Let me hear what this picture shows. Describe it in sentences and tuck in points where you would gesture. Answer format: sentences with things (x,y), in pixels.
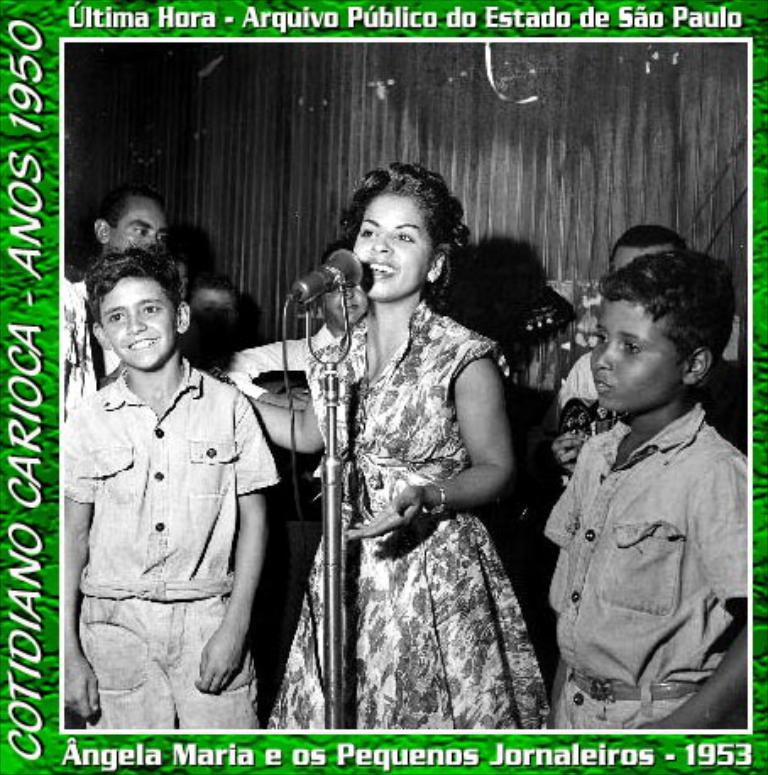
This is a black and white image as we can see there are some persons (473,496) standing, and there is a Mic (330,435) in the middle of this image (333,410). There is a wall (320,164) in the background (525,221). There is a green color border (438,24) with some text (738,24).
